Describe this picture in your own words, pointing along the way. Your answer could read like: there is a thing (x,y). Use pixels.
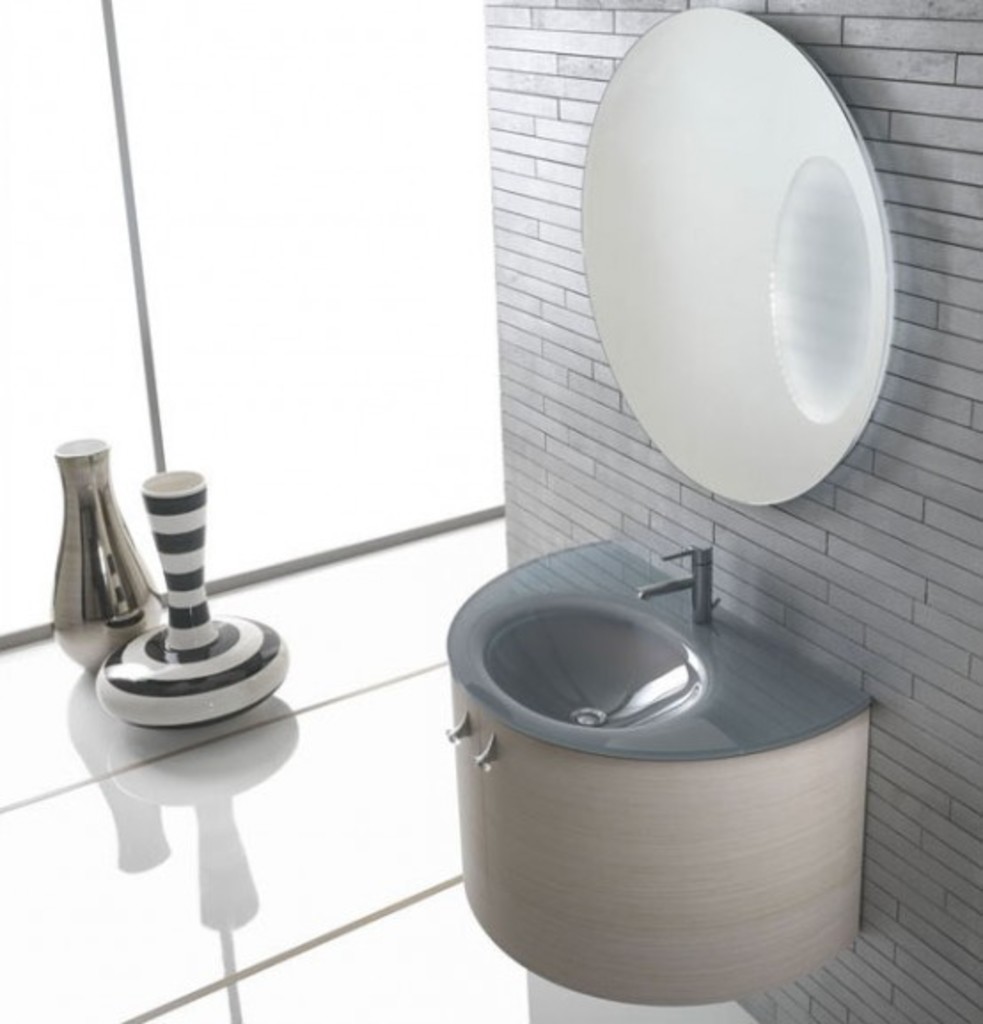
In this image we can see a sink (717,667) and there is a mirror (792,431) placed on the wall (839,605). On the left (66,625) there are vases (180,539) placed on the surface (173,767). In the background (514,250) there is a wall (514,333).
